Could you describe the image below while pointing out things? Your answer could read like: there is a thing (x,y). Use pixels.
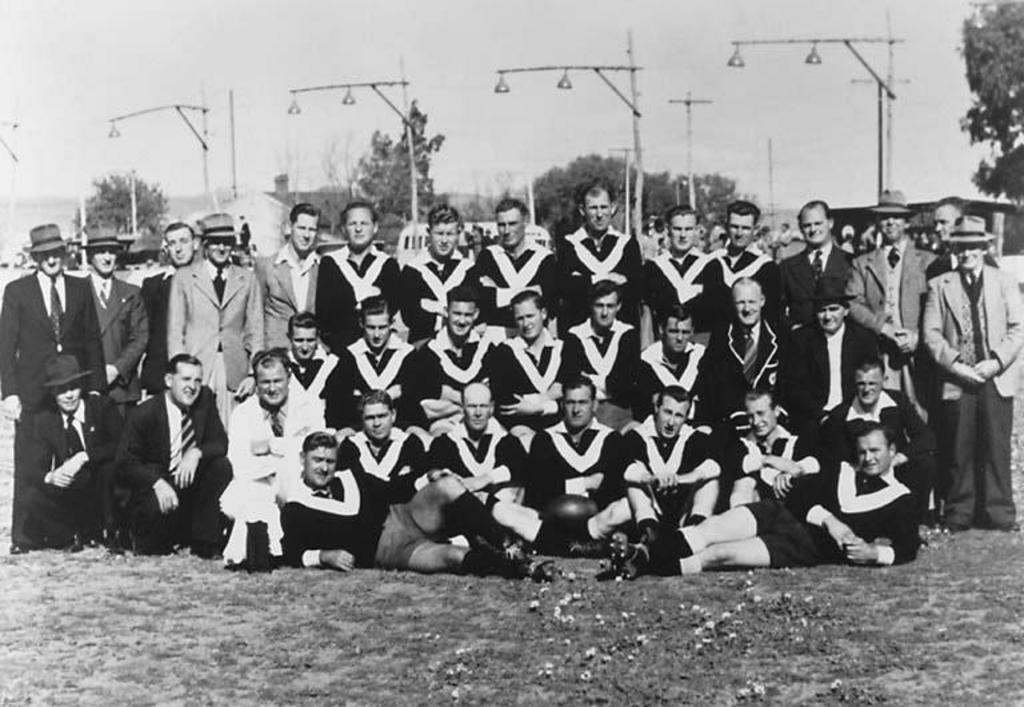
This is black and white image. In this picture we can see some people (379,337) are standing and some of them are sitting on the ground (384,614) and some of them are wearing hats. In the background of the image (889,99) we can see the trees (983,69), houses (1010,217), vehicle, poles (881,138), lights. At the bottom of the image (445,595) we can see the ground (607,610). At the top of the image (334,98) we can see the sky (948,87).
